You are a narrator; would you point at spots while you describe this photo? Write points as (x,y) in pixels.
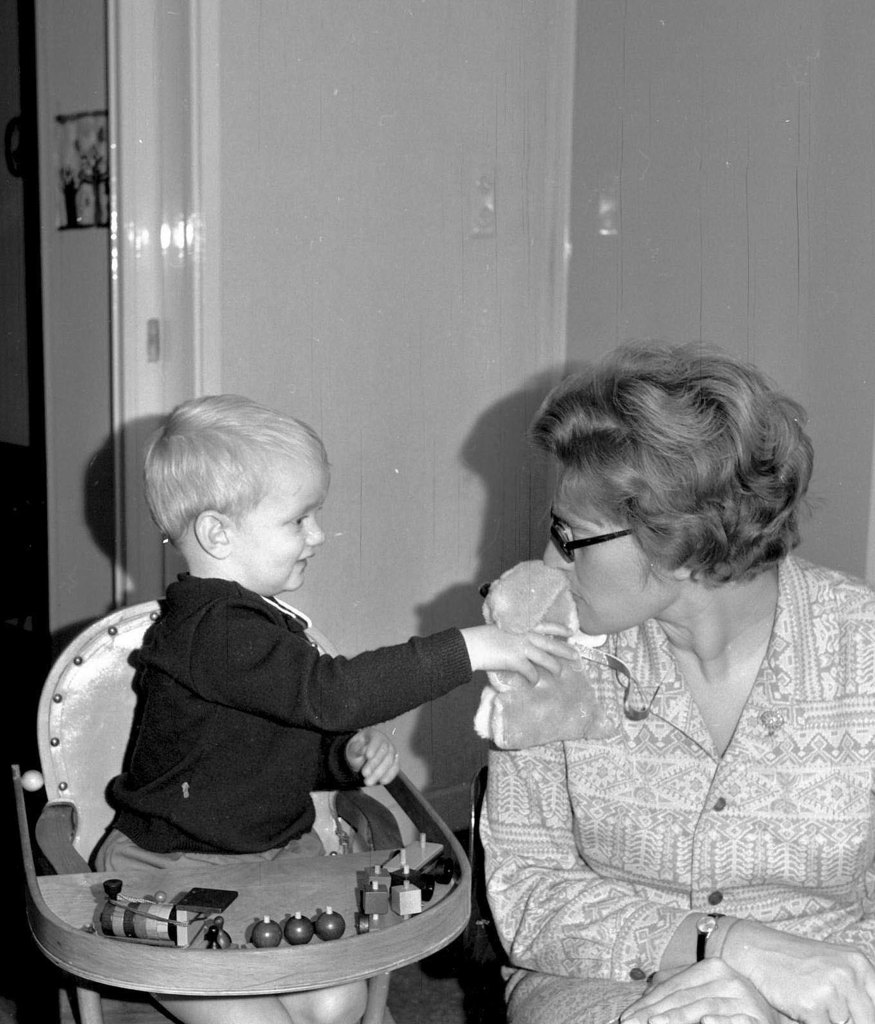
In this picture there is a lady (783,415) on the right side of the image (723,413) and there is a baby boy (196,626) on the left side of the image (184,535), inside the walker (85,652), by holding a toy (590,722) in his hand (524,642) and there is a door (121,253) in the background area of the image (126,129).
